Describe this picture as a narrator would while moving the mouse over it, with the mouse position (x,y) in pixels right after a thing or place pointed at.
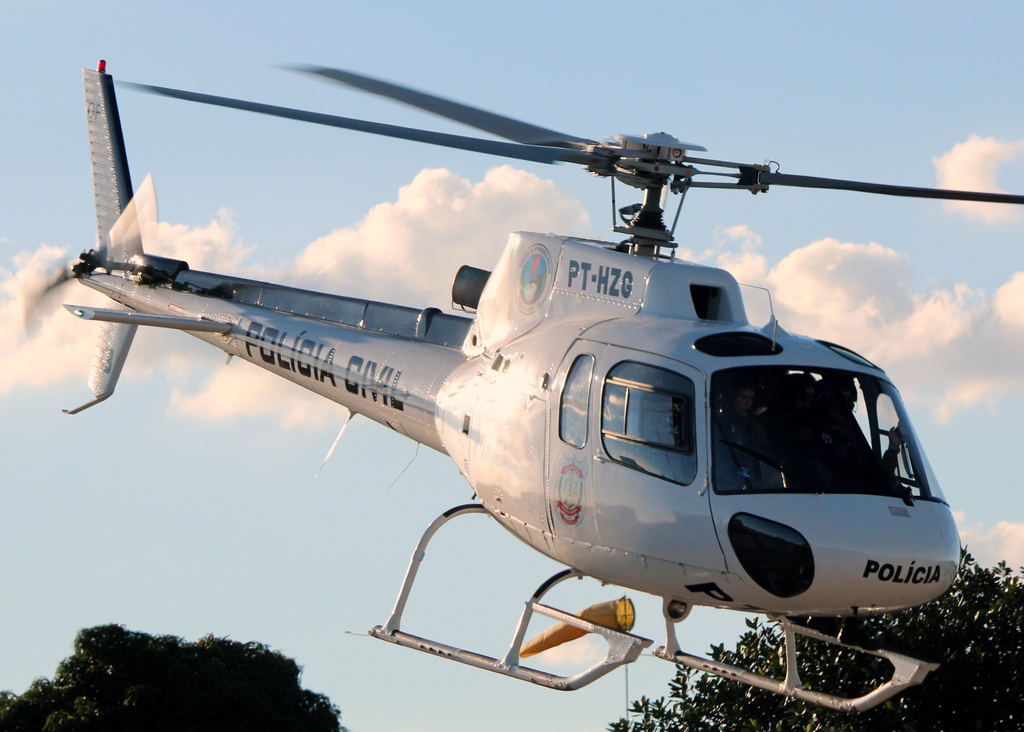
In this picture there is a man (821,409) who is driving a helicopter (723,474). At the bottom (853,654) I can see the trees (62,680). In the background (136,47) I can see the sky (184,168) and clouds (1014,323).
